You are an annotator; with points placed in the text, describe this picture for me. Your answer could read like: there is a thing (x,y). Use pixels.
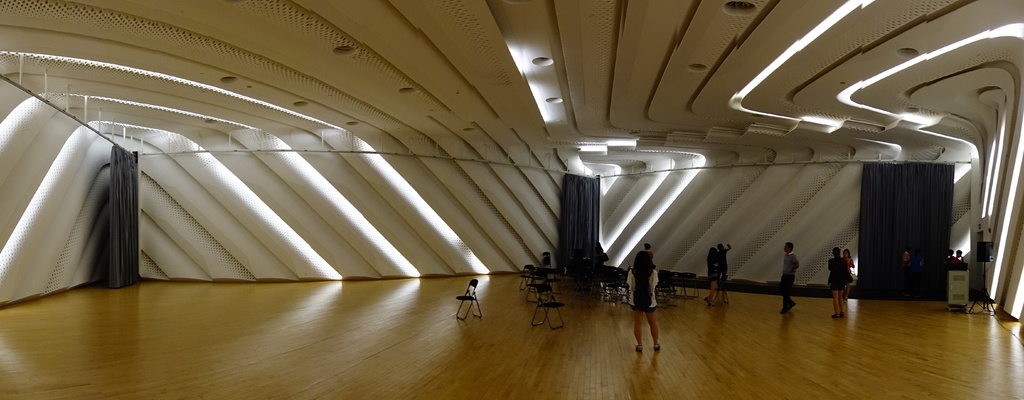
In this picture I can observe some people (652,309) on the floor (494,336). I can observe black color curtains (579,200) in this picture. In the background (368,217) there is a wall (751,208).
